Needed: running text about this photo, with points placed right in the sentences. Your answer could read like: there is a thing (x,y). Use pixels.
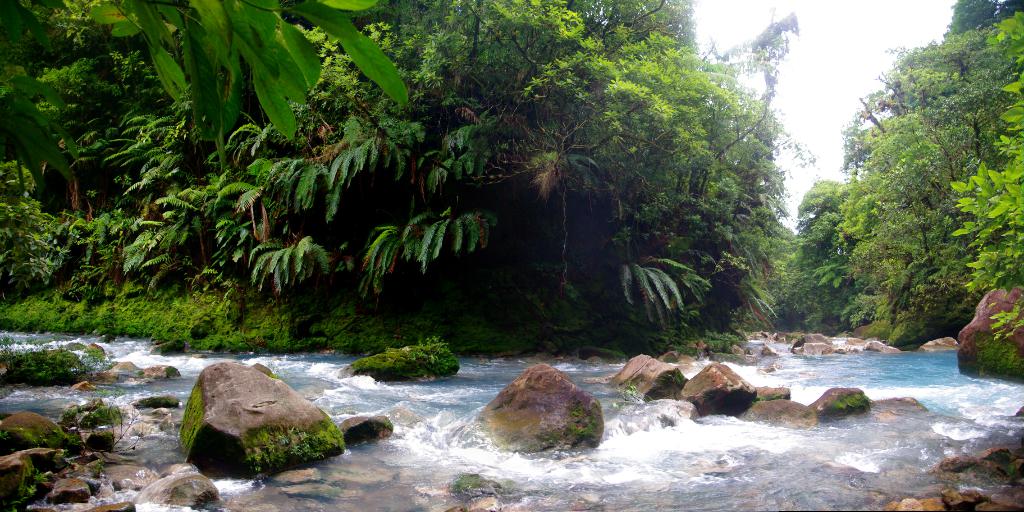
This image is taken outdoors. At the top of the image (805,59) there is the sky (824,72). In the background (232,220) there are many trees (872,260) and plants (806,258) with leaves (816,260), stems (201,233) and branches (383,155) and there is a ground (253,312) with grass (206,304) on it. In the middle of the image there is a river (405,443) with water (425,394). There are many rocks (193,484) and stones (326,415).
